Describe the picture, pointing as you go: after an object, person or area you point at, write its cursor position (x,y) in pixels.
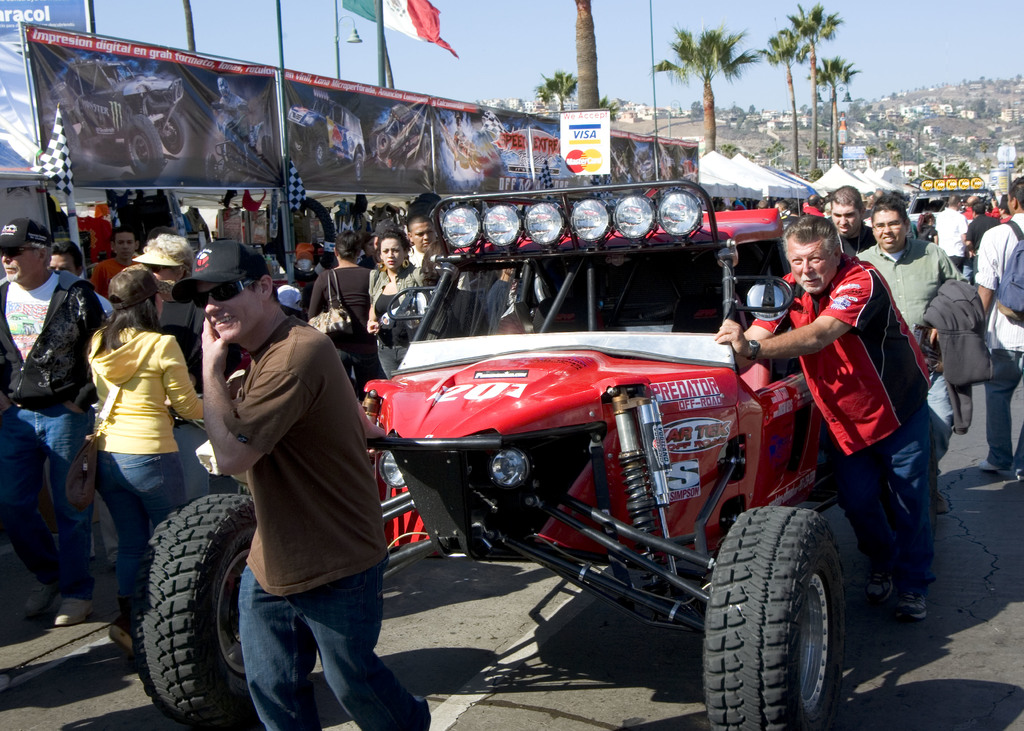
In front of the image there is a man (236,300) pulling a vehicle (750,570) which is on the road (599,647). There are few people (837,285) pushing the vehicle (524,442). Behind the vehicle (452,431) there are many people (173,306). Behind them there are banners (364,126) with images (292,104) and text (592,160). And also there are trees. In the background (1005,108) on the right side (868,108) there are buildings (961,113) on the hill (986,113).
